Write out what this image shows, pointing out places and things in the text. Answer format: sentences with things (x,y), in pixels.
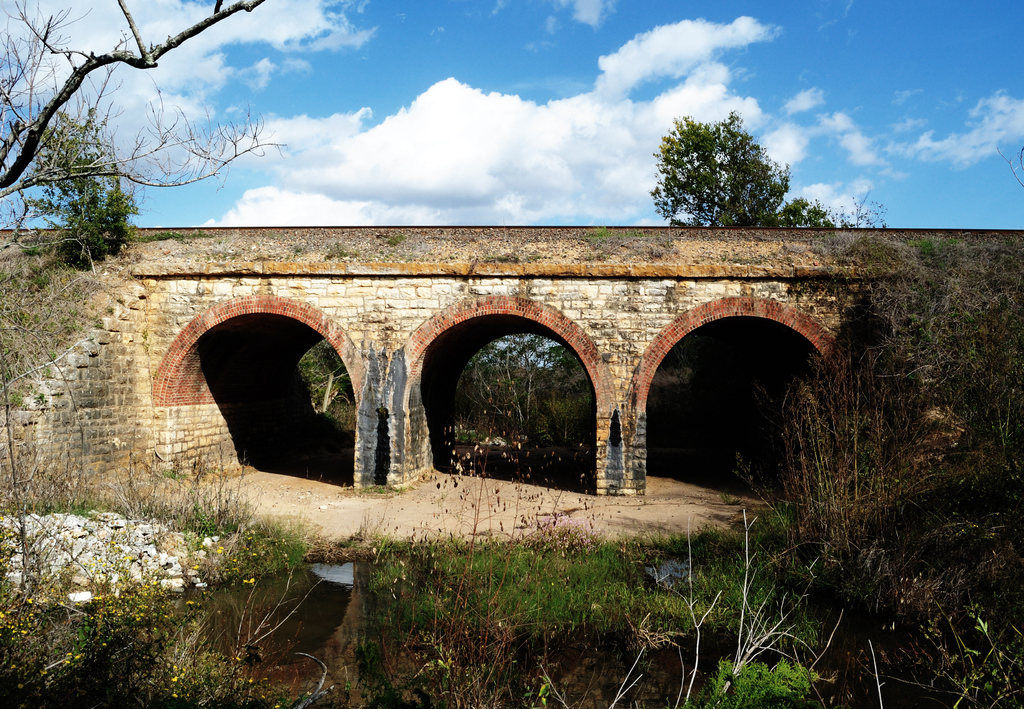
In the foreground of this image (517,698), there is water (828,656), grass (530,608), plants (789,691), stones (122,540) and the trees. In the middle (600,270), there is a bridge (259,281) and arches (176,385) to it and we can also see trees (696,142) and a plant (103,226). On the top (436,33), there is the sky (464,34) and the cloud (436,111).
